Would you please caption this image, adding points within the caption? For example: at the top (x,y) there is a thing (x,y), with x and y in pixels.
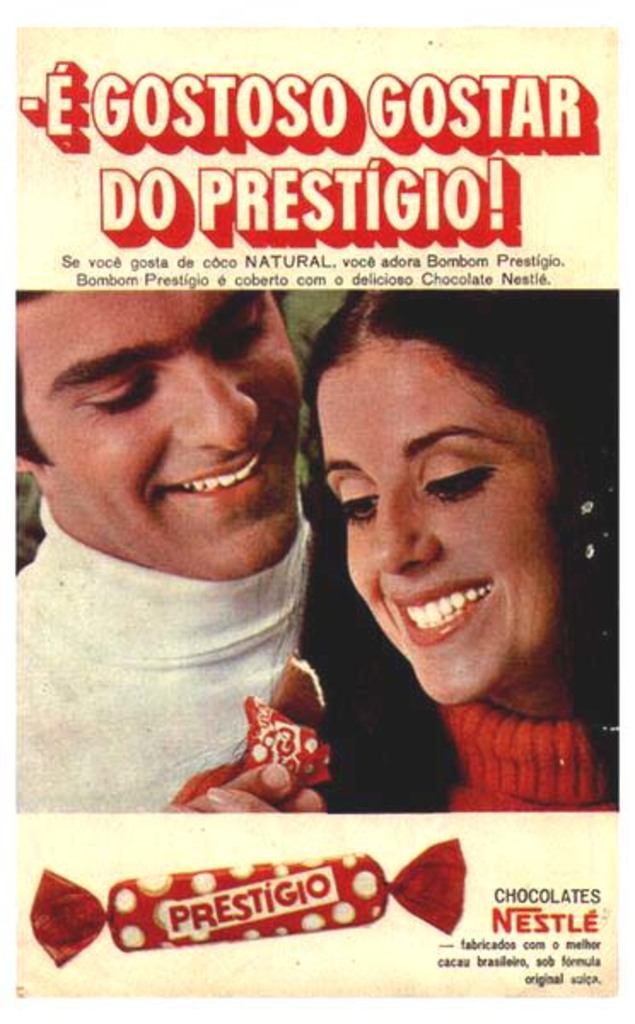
In this image we can see a poster (297,534). In the poster (379,627) we can see pictures (274,668) and text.
